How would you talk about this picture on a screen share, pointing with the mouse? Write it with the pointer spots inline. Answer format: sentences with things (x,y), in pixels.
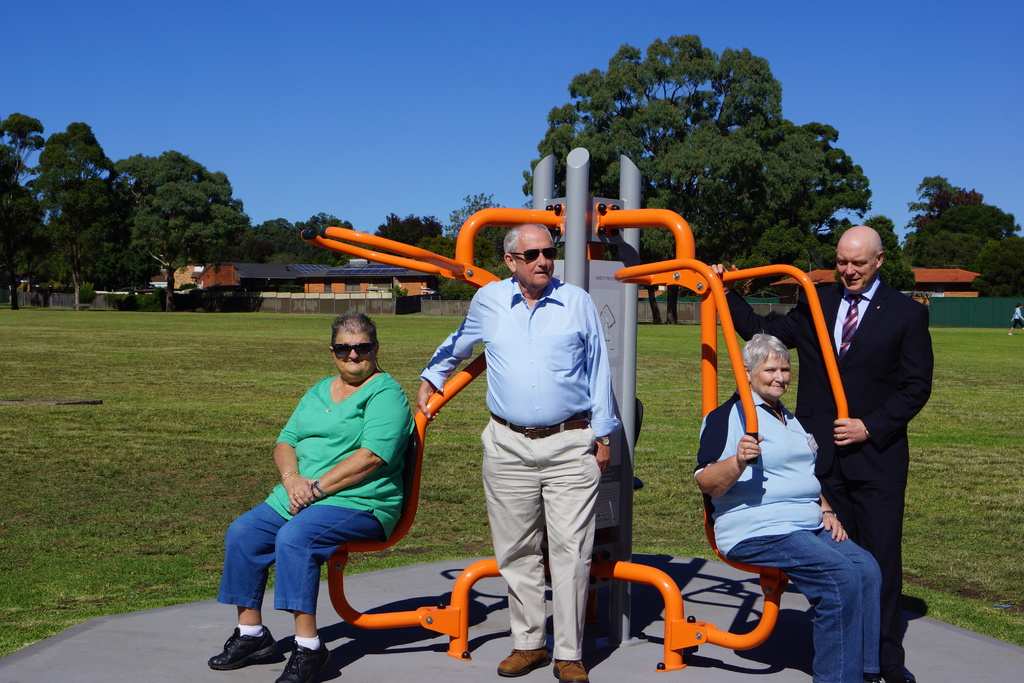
In this image we can see two women (241,619) are sitting on the seat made with metal objects (762,593) and attached to a pole (616,597) and two men (562,664) are standing at them on a platform (497,680). In the background (58,315) we can see grass (68,348) on the ground (322,316), houses (267,272), roof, trees (3,213), fences (283,294) and sky (1007,84). On the right side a person (1019,322) is walking on the ground (937,386).
